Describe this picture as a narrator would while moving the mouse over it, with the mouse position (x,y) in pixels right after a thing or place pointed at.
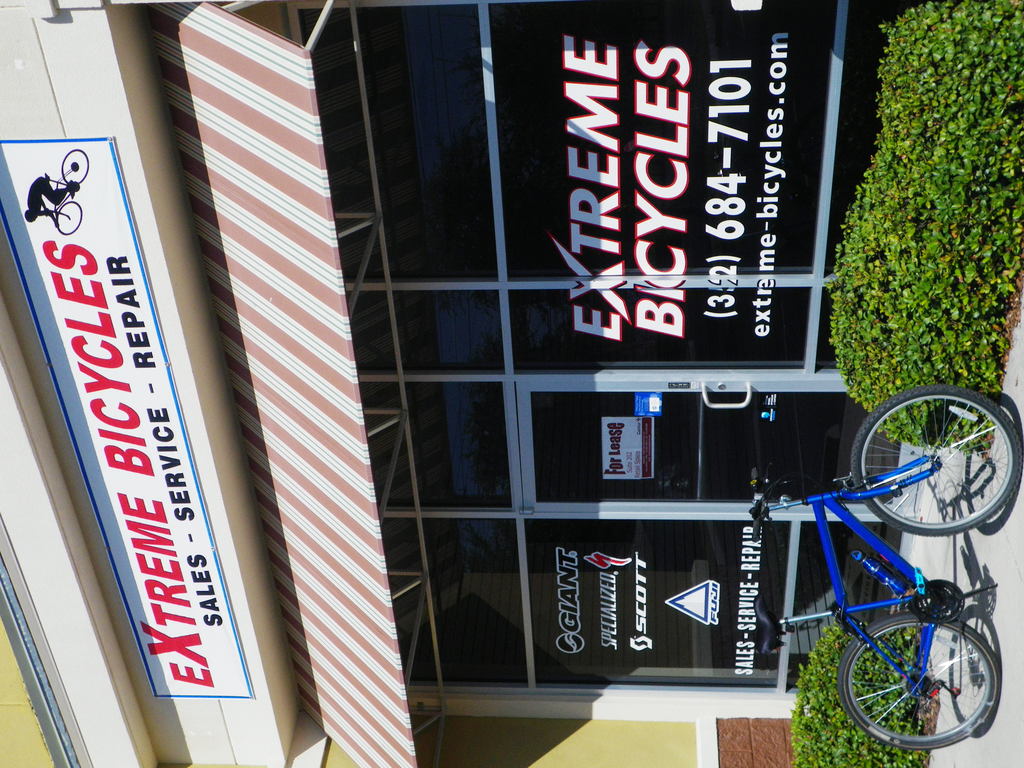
This image consists of a shop (241,337). In the front (597,403), there is a door (540,421) made up of glass (500,386). To the left (165,340), there is a board (124,469). To the right (888,579), there is a bicycle (915,687) parked. And there are small plants (886,314).
